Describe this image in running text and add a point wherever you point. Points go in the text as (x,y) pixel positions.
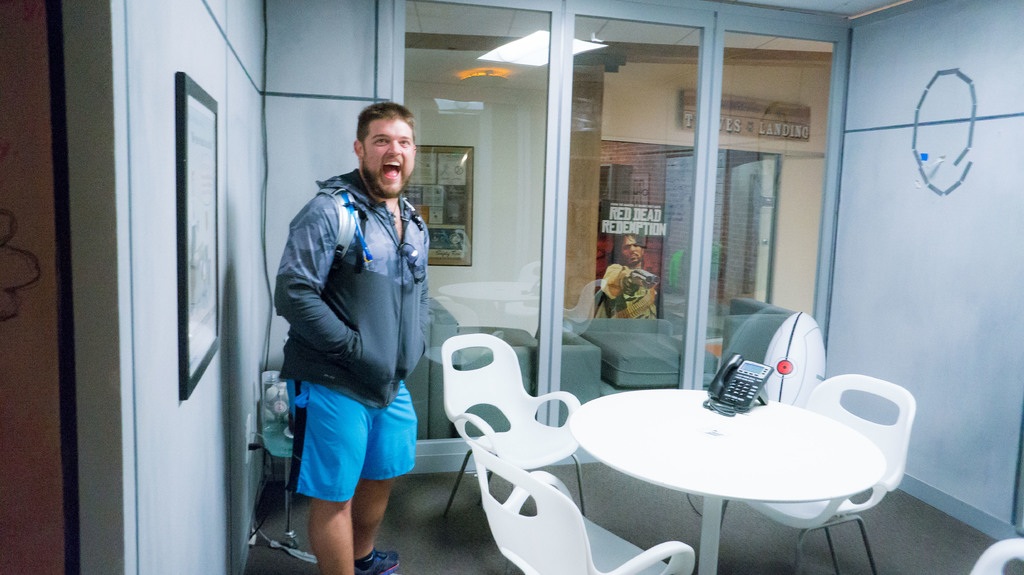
In this picture, In the middle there is a table (753,435) which is in white color there is a telephone (738,398) on the table (649,423) which is in black color, There are some chairs (858,504) around the table (698,427) in white color, In the left side (299,471) there is a man (308,432) standing and there is a white color wall (284,154), There are some glass doors (613,152) and in the right side (941,272) there is a white color wall (931,243).
